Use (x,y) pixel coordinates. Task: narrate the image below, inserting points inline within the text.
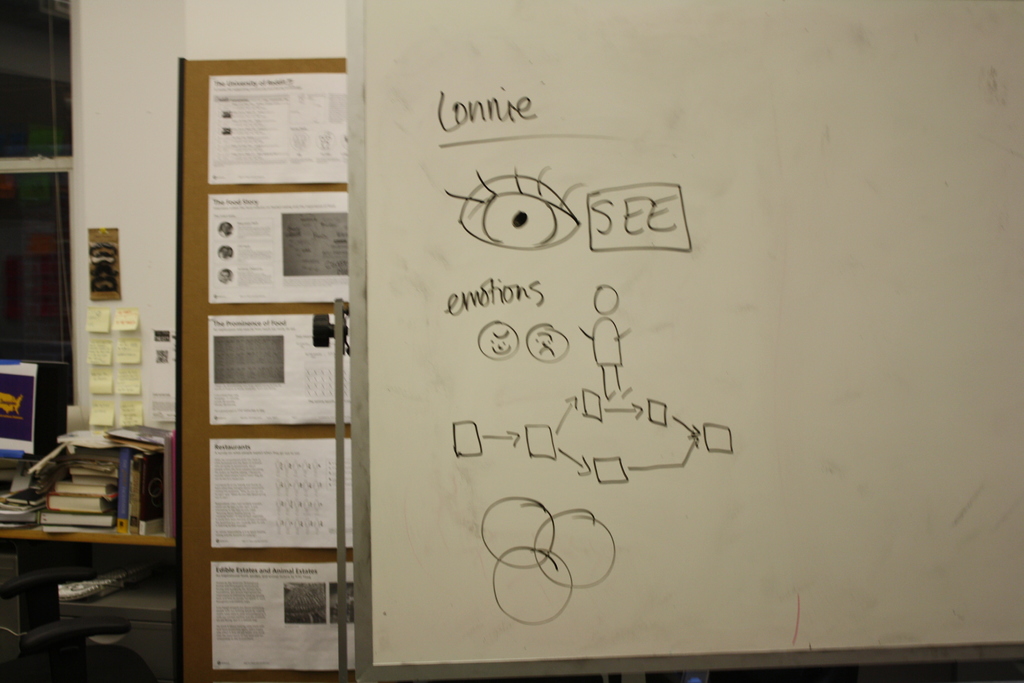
In this image, we can see a white colored board (731,276) with some text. We can also see the wall (138,282) with some objects (128,345). We can also see a table (111,532) with some objects (102,494) like books (102,494). We can see some posts (246,366) attached to an object (199,668). We can also see some objects (136,632) at the bottom (35,644). We can also see some glass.
